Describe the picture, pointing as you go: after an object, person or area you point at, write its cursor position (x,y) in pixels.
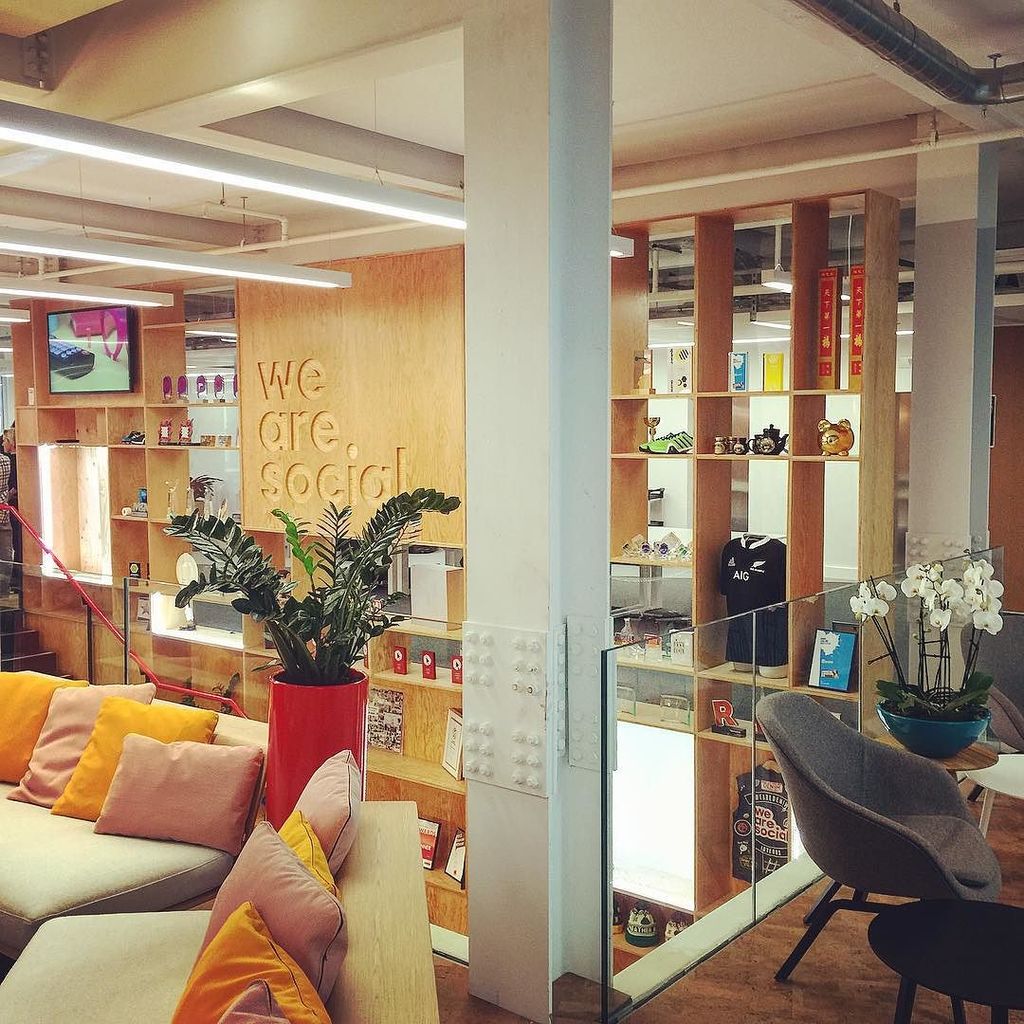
There is a color sofa (96,851) with yellow and peach color pillows (118,721), at the back of the sofa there is a staircase (55,635) with a red hand rail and at the wall (107,404) there is a television (107,361) and the top there is a light (167,292). Behind of the sofa (226,733) there's a red color pot (320,714) with plant (331,633) and at the right (844,757) there is a chair (847,761) and there is a blue pot (951,739) with white flowers (963,599). There is a white color table (1010,790) beside of the pot (966,735) and at the back (769,582) there is a t-shirt (773,566), coffee mug (741,450).
